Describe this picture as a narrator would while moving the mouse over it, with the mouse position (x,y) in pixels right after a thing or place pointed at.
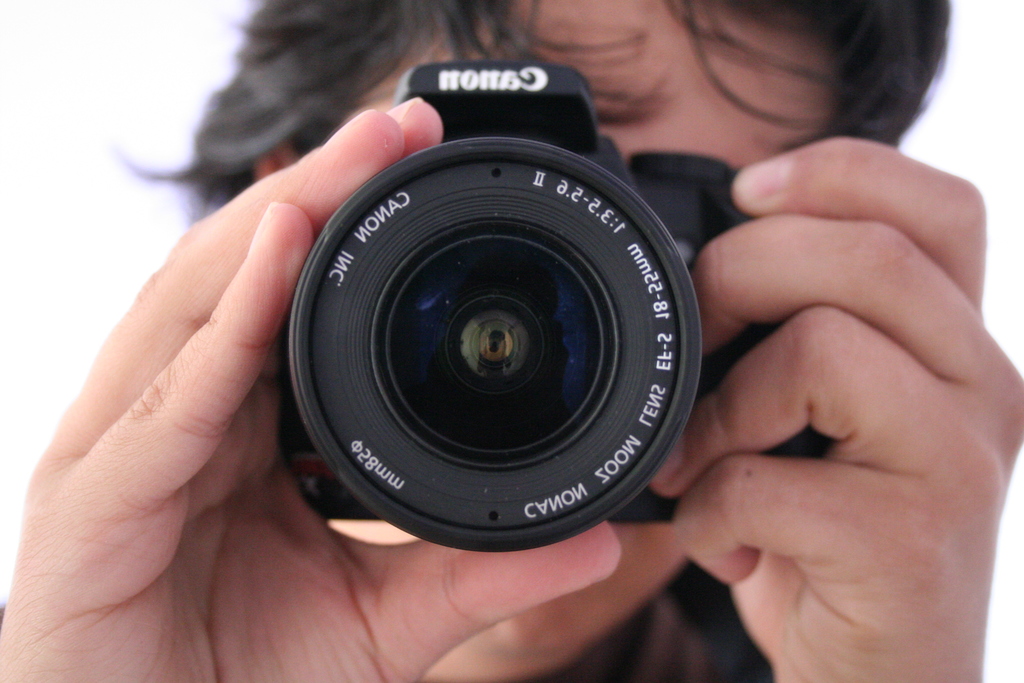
In this picture there is a person (754,233) holding the camera (457,423) and there is a text (560,189) on the camera (480,330). At the back (48,256) there is a white background (967,45).
